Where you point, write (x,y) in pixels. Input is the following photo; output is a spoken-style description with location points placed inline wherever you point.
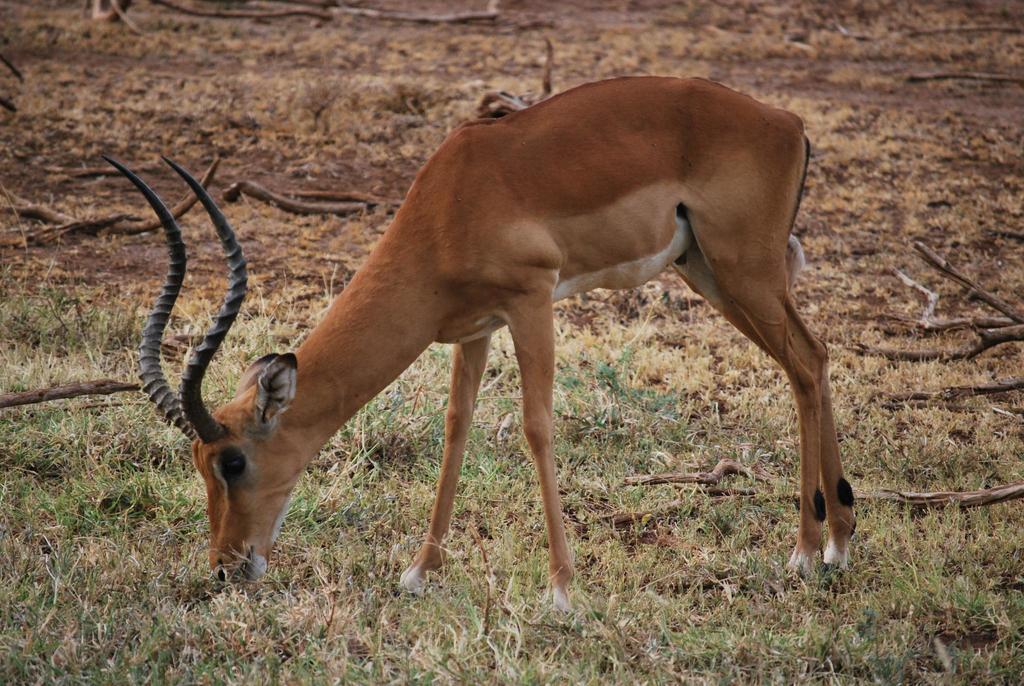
In this image, we can see deer (221,562) on the grass (370,518). In the background (960,489), we can see twigs (997,332).
